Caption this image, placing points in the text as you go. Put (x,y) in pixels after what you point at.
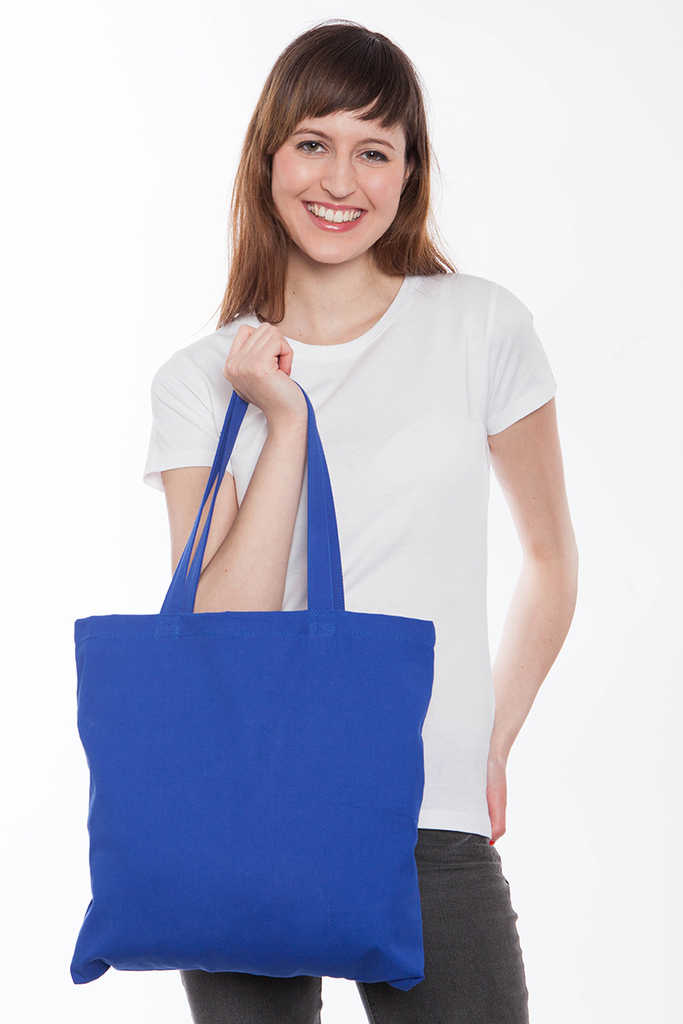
This image consists of a lady (484,878) standing and holding a blue color bag (262,695) in her hand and having a smile (359,217) on her face (362,232). She is wearing a white color shirt (459,432) and black color trouser (469,920). The background (164,342) is white in color. It seems as if the image is taken inside a hall (588,79).
